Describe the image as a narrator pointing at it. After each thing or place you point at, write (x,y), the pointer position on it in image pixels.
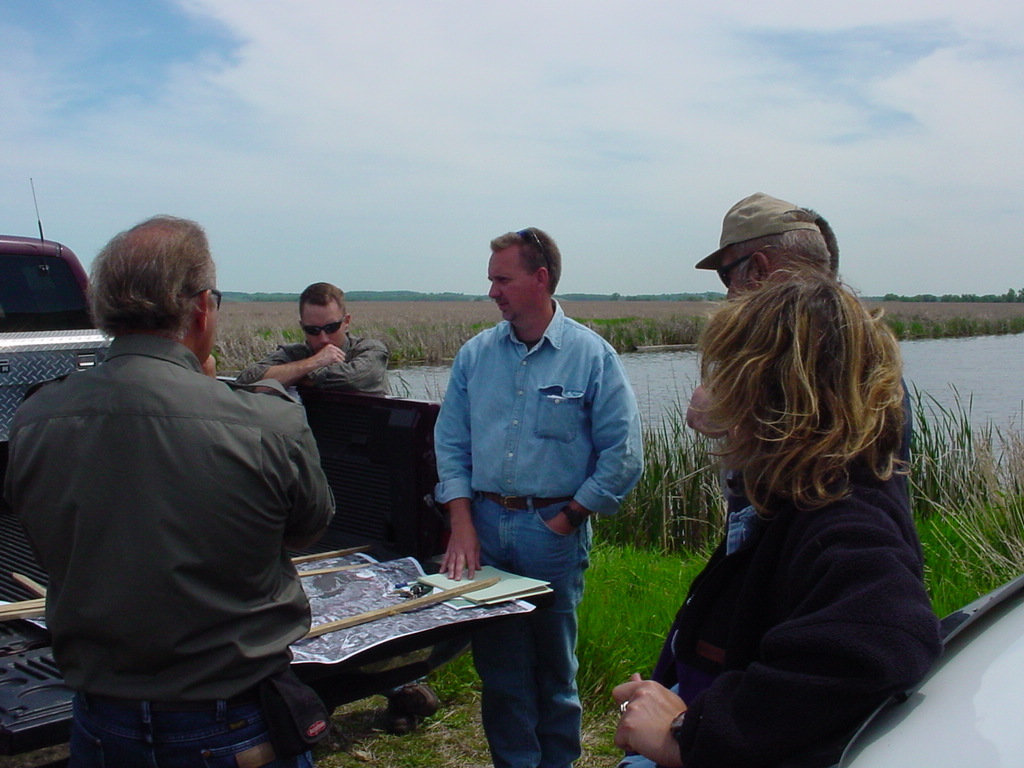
Here there are four men (578,440) and a woman (773,633) standing on the ground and there are two vehicles (6,539) here. There is a map (339,596), book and few sticks (327,552) on them on the vehicle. In the background (652,360) there is grass (717,486), water (693,368), trees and sky (845,260).
